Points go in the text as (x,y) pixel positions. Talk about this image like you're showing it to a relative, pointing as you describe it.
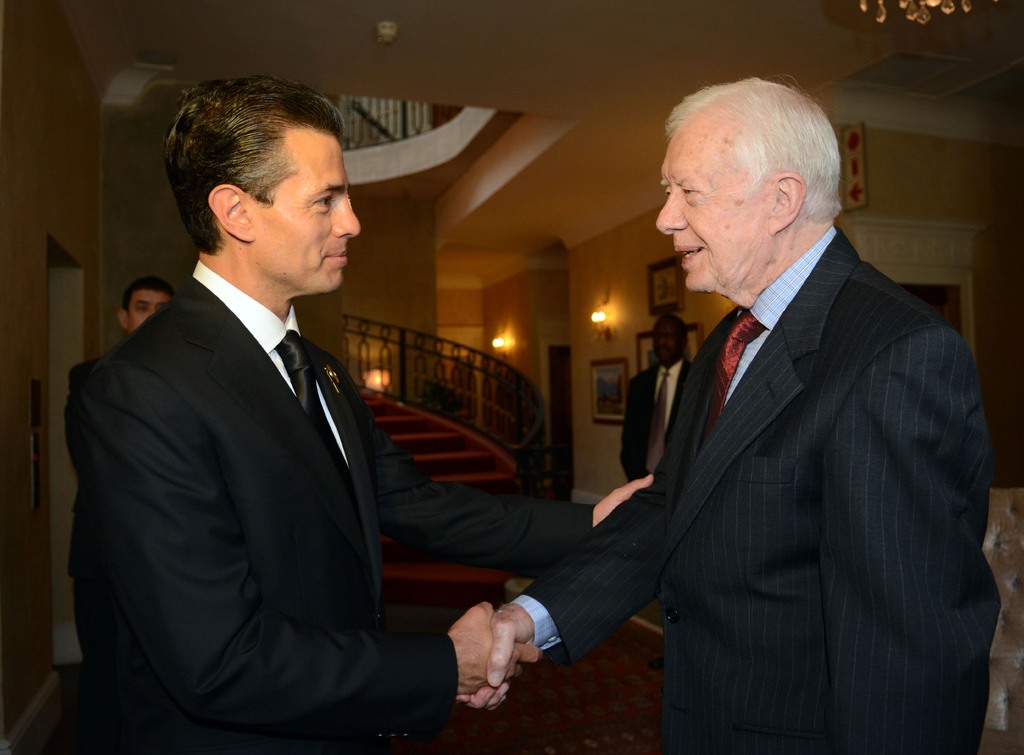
In this picture we can see four men (384,721) standing on the floor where two are shaking their hands (466,691) and smiling and in the background (485,479) we can see steps (488,460), lights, frames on the wall (575,312).
